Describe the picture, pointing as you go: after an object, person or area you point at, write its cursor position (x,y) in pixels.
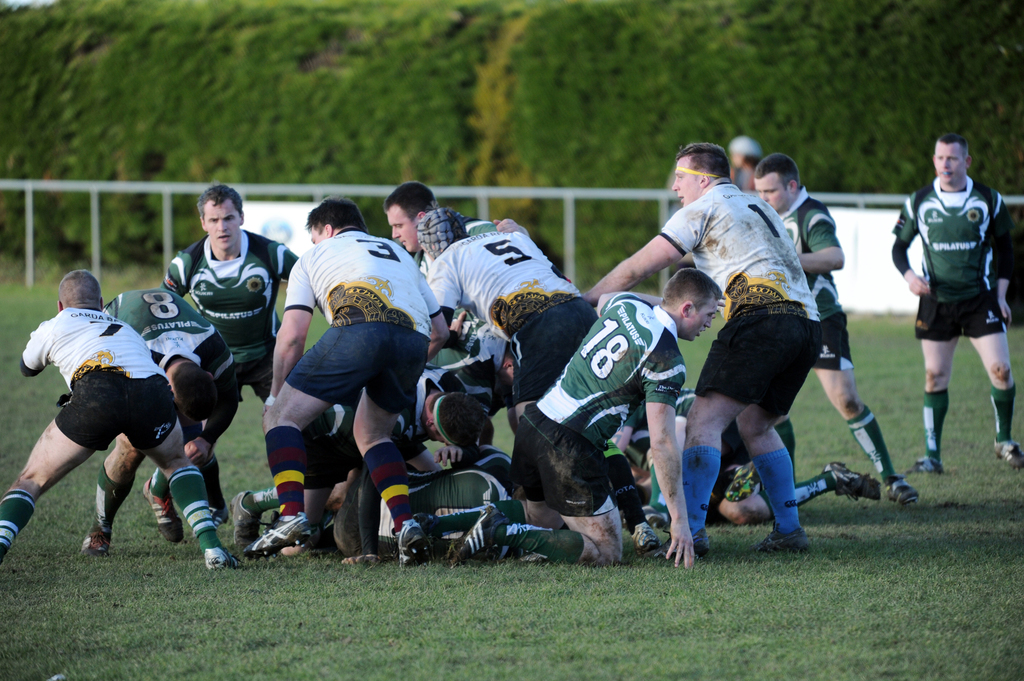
In this image there are few players (487,345) playing in a playground (824,533). In the background (59,199) there is a railing (96,227) and trees (552,199).
